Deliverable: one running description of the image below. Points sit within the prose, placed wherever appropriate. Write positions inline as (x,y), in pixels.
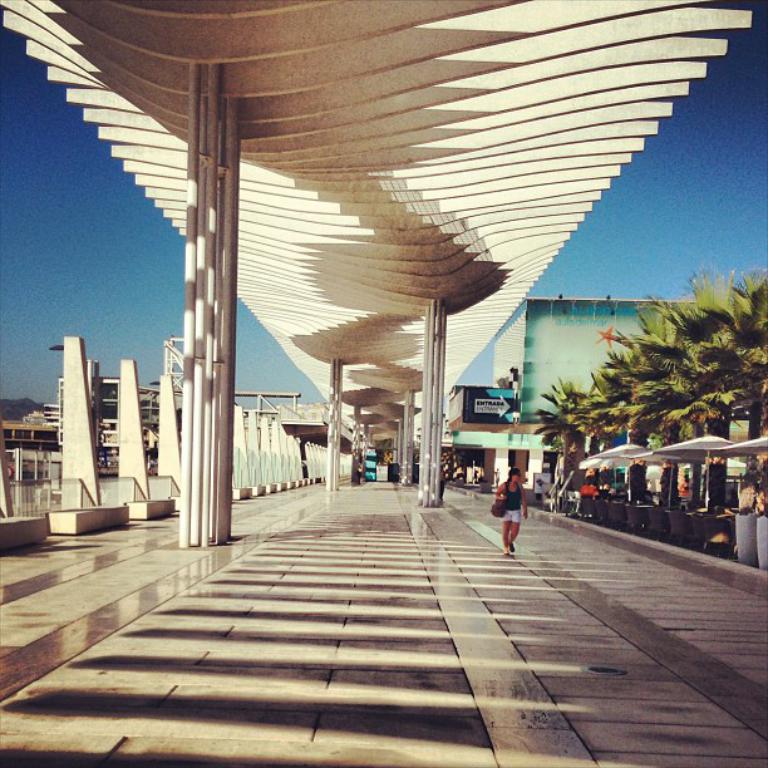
In the center of the image (403,424) we can see the pillars (209,368). In the background of the image (678,332) we can see the buildings (589,343), boards (581,330), trees (731,394) and floor (343,672). On the right side of the image (521,499) we can see the umbrellas (749,446) and a lady (517,488) is walking on the floor (562,560) and carrying a bag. At the top of the image (448,156) we can see the roof (364,264) and sky (32,311).
